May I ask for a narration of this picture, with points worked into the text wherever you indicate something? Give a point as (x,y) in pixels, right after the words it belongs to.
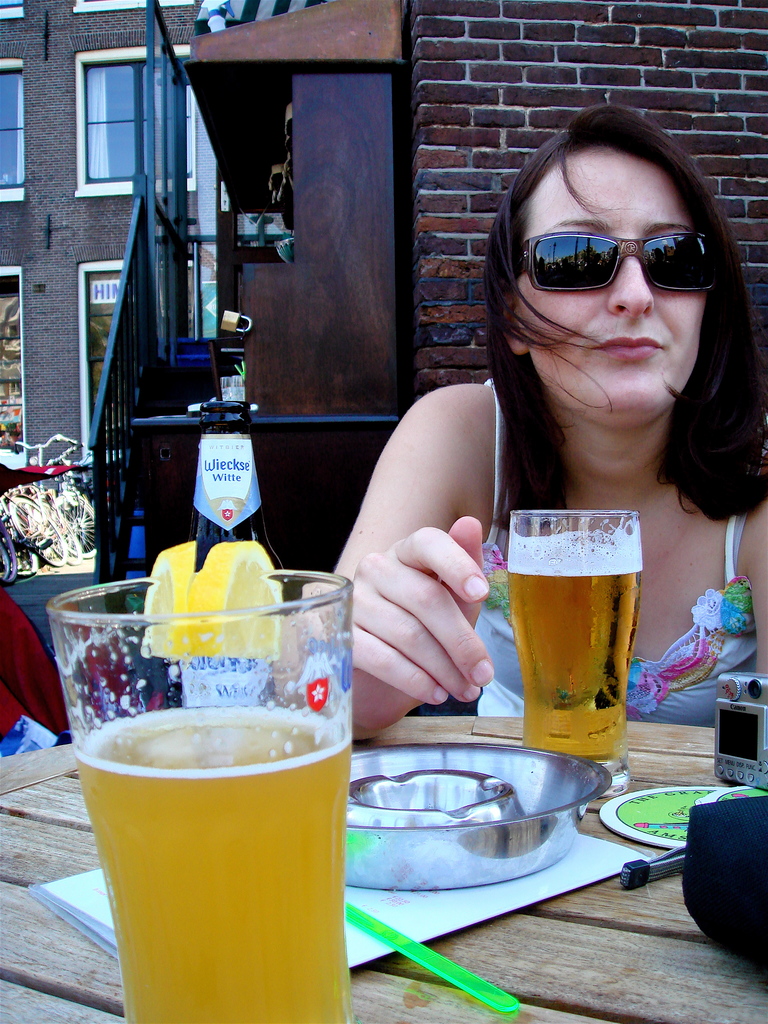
In this image we can see a lady (720,583) wearing goggles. In front of her there is a table (34,788) on which there are glasses (287,641), bottles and other objects (475,860). In the background of the image (425,94) there is a building (8,48) with windows (10,409), wall (537,17), bicycles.
